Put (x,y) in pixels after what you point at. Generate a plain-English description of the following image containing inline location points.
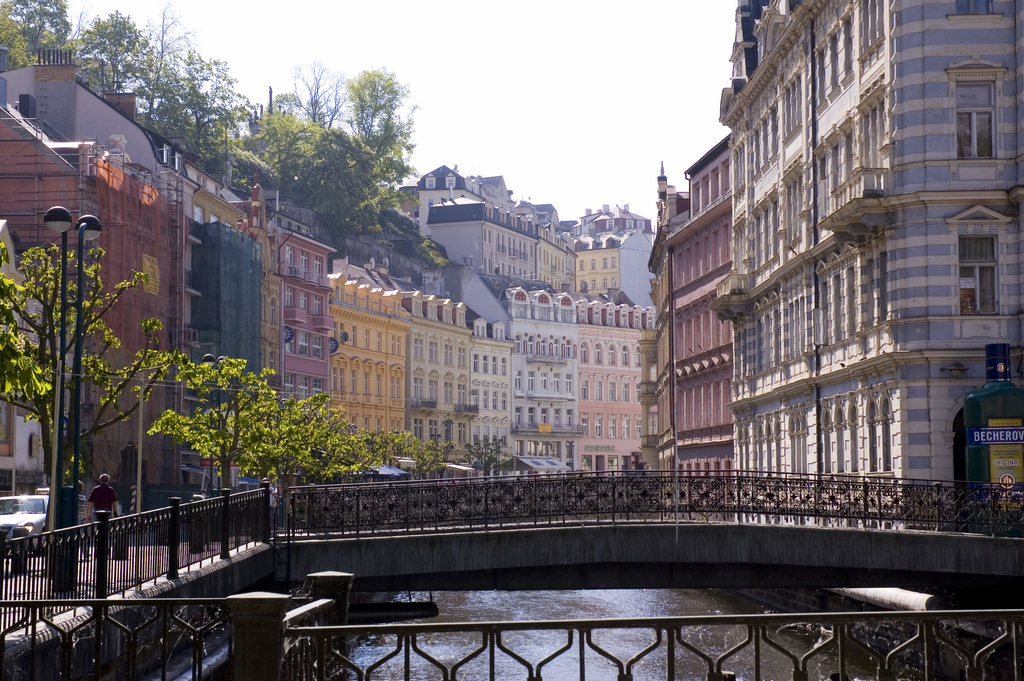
In this picture there is a bridge (647,536) which has fence (474,494) on either sides of it and there is water (651,596) below it and there are buildings (568,405) on either sides of it and there are trees (178,433) in the left corner (227,463).
